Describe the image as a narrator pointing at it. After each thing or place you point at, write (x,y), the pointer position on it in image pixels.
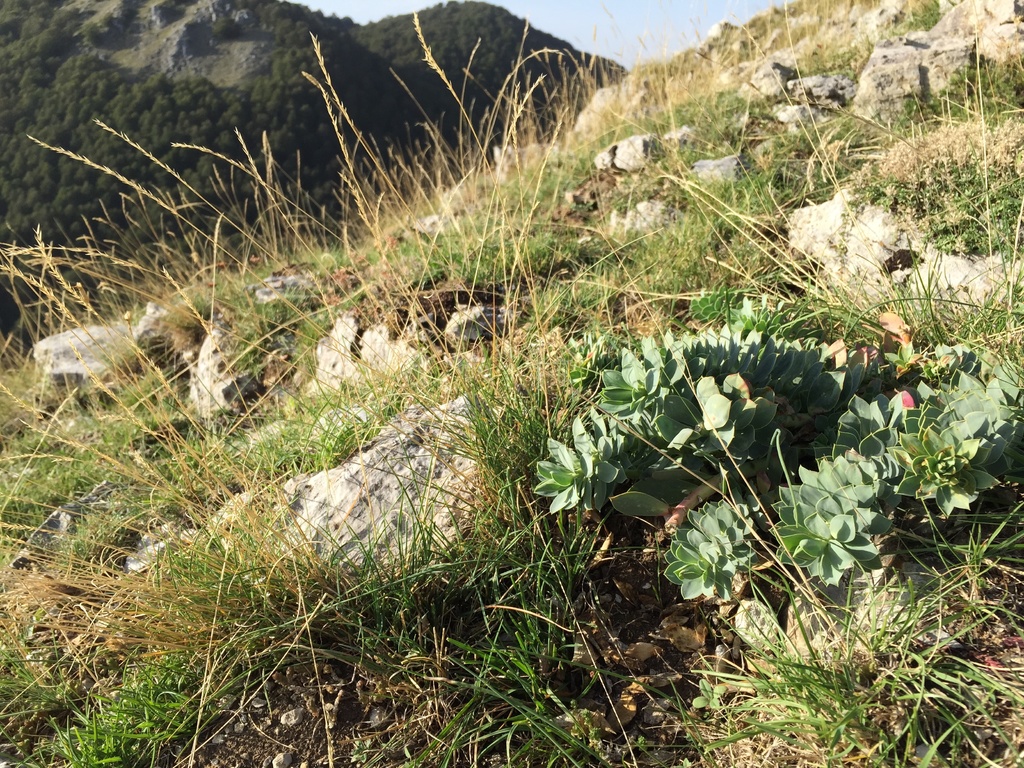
In this image there are mountains (72,179) covered with trees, stones (858,105), grass (418,638), plants (810,426) and the sky (705,9).
